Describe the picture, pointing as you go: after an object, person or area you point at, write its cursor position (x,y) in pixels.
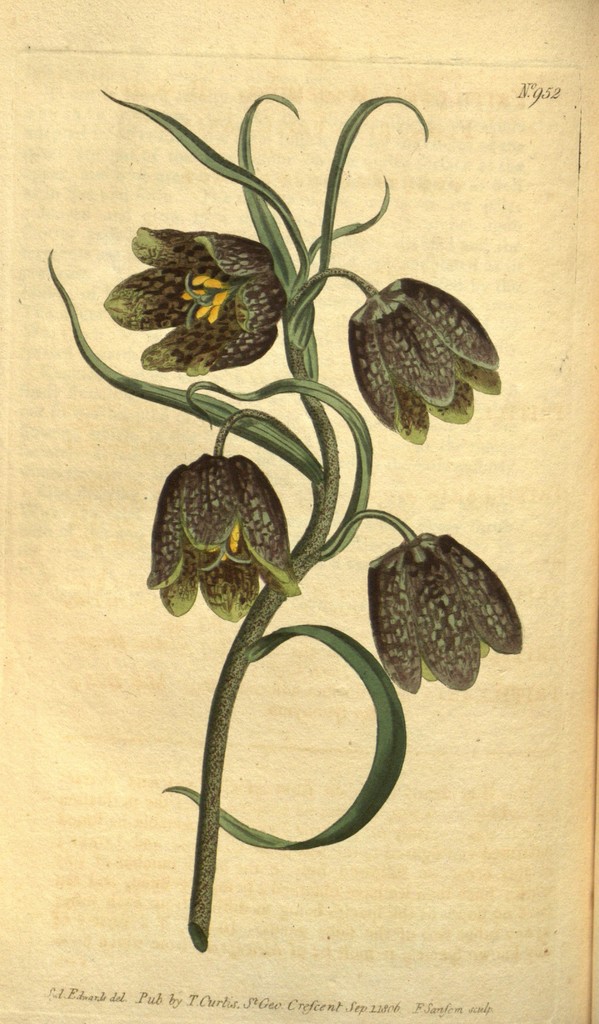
In this image we can see a page (110,736) of a book (108,749). On the page (266,620) we can see flowers (277,501) and stems (216,792) picture with some text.
